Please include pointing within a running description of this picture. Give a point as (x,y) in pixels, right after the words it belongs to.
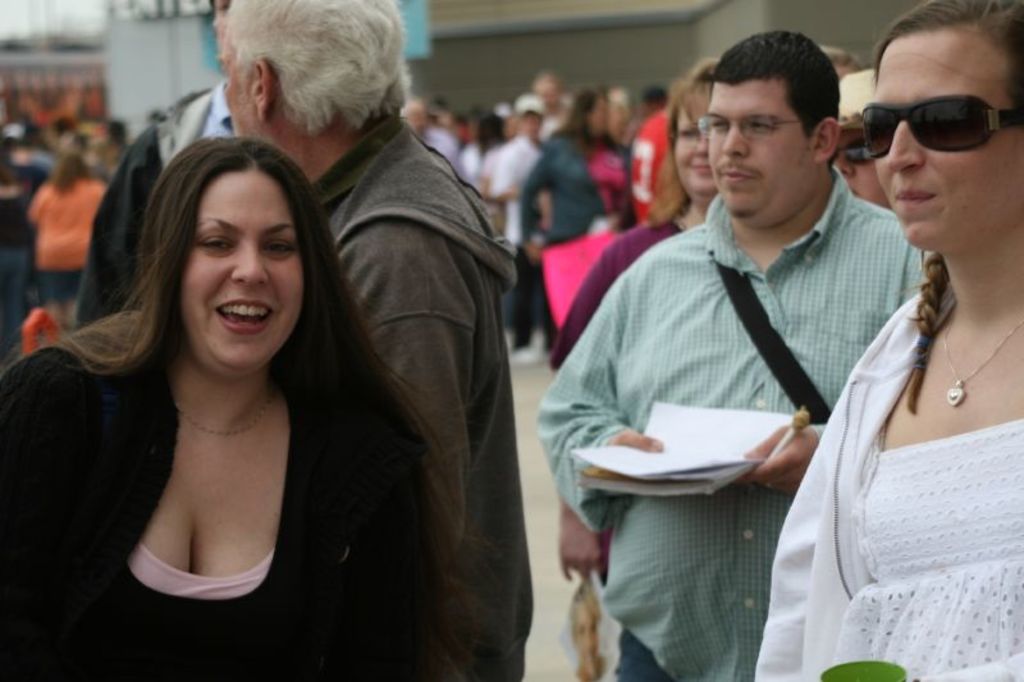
In this image we can see one wall (690,13) in the background (470,22), some objects (122,53) in the background (419,46), some people (914,96) are standing, some people (189,128) are walking, some people (927,96) are holding objects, one orange color object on the left side of the image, one man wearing a bag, standing and holding objects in the middle of the image (663,255). The background (74,55) is blurred.
